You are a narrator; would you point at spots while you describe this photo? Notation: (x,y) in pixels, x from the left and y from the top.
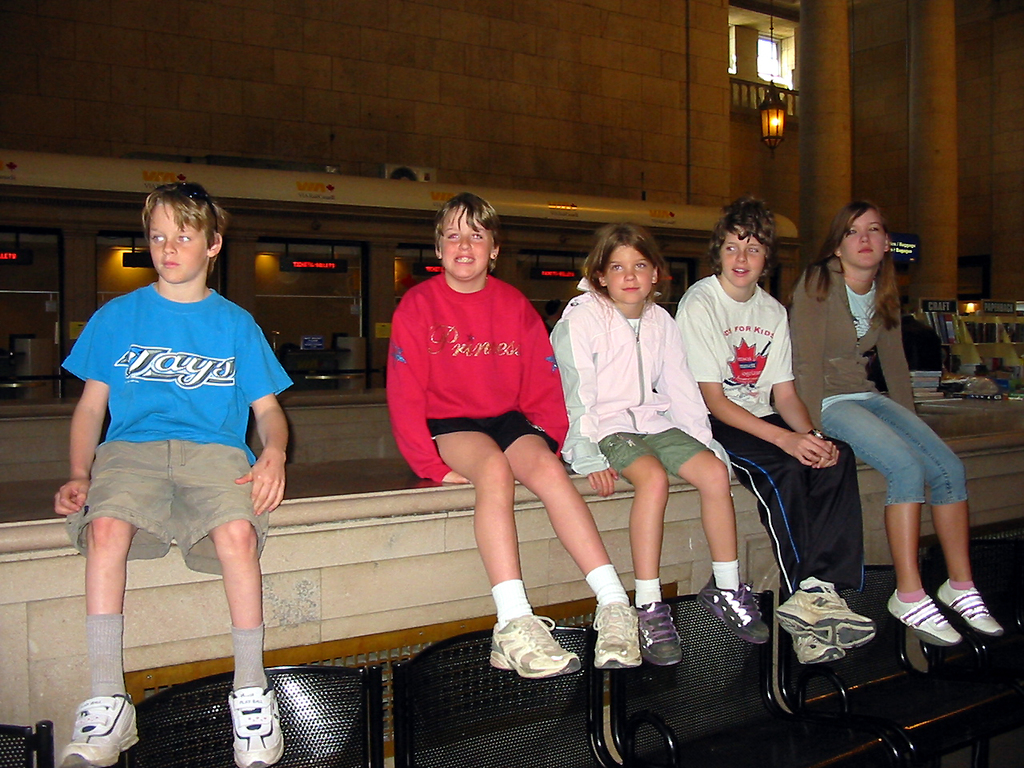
In this image we can see children (415,360) sitting on a wall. Near to the wall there are chairs (650,667). In the back (376,150) there is a building (302,135). Also there are lights (766,110) and name boards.
